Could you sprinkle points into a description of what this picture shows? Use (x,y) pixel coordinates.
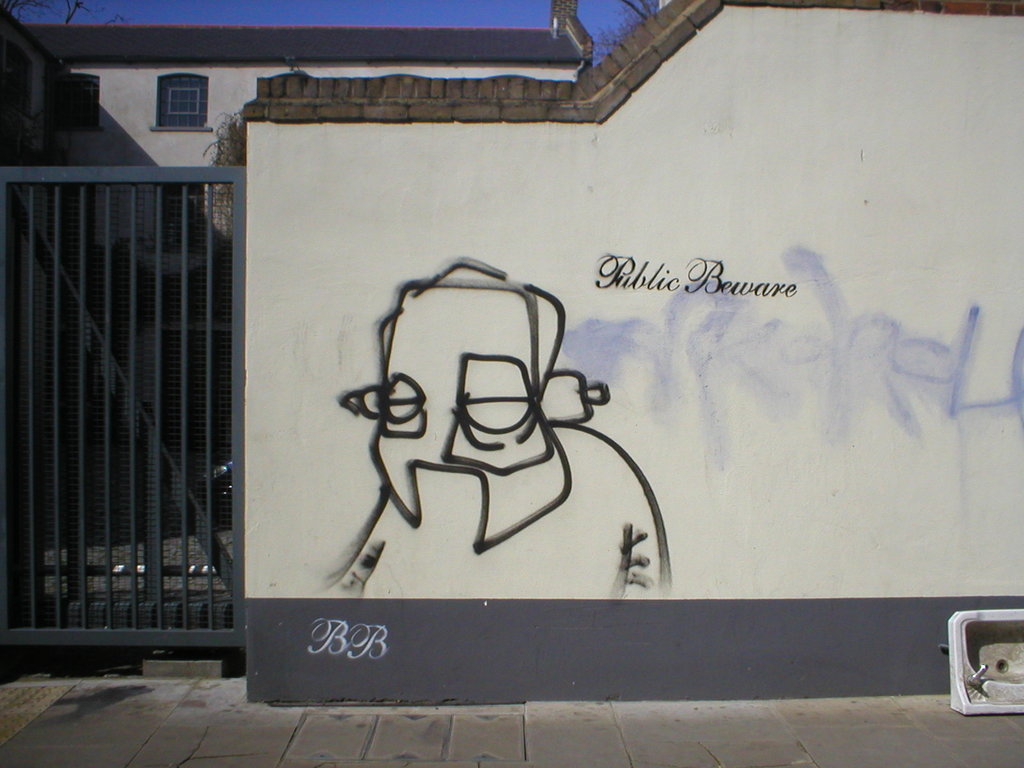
Here we can see a drawing (405,513) and texts (804,314) written on the wall (744,464) and on the right (998,644) at the bottom corner (987,651) we can see a sink (970,675) on the ground (510,759). On the left (145,386) there is a gate (145,386) and mesh (140,266). In the background (125,71) we can see a house (144,94), windows (177,94), bare trees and sky (142,23).
